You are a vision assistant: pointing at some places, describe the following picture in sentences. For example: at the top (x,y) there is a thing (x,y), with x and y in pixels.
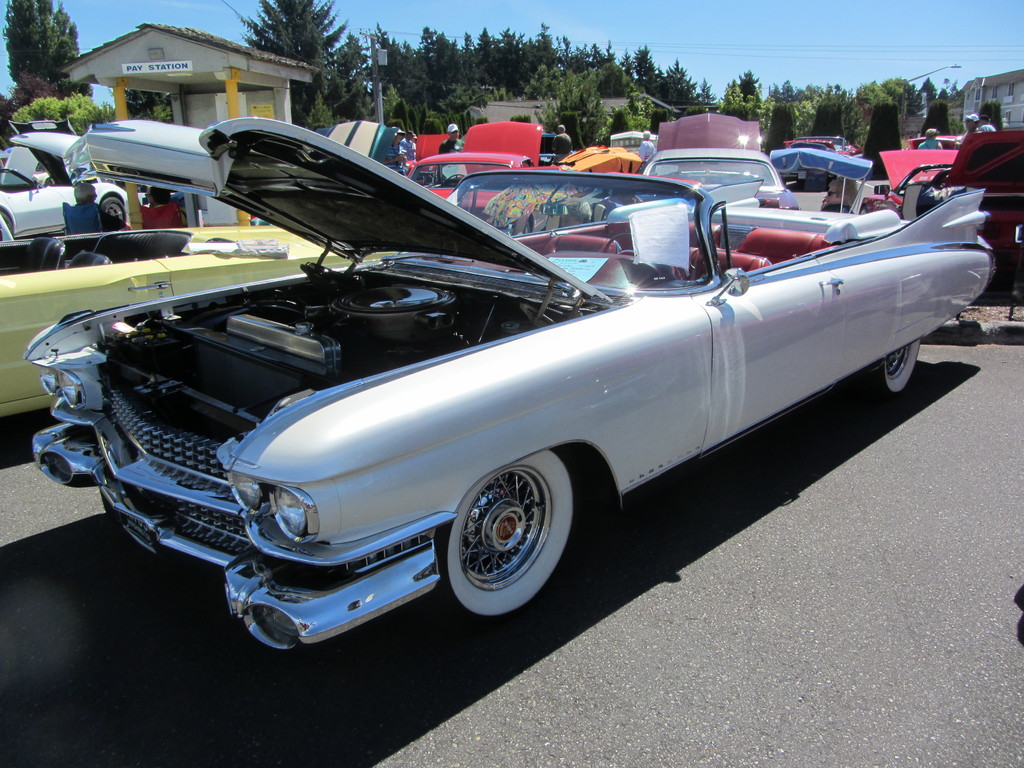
In the image there are many cars (495,381) in the foreground (417,333), behind the cars (304,137) there is a pay station (181,69) and around the paystation (160,74) there are a lot of trees (555,101).
